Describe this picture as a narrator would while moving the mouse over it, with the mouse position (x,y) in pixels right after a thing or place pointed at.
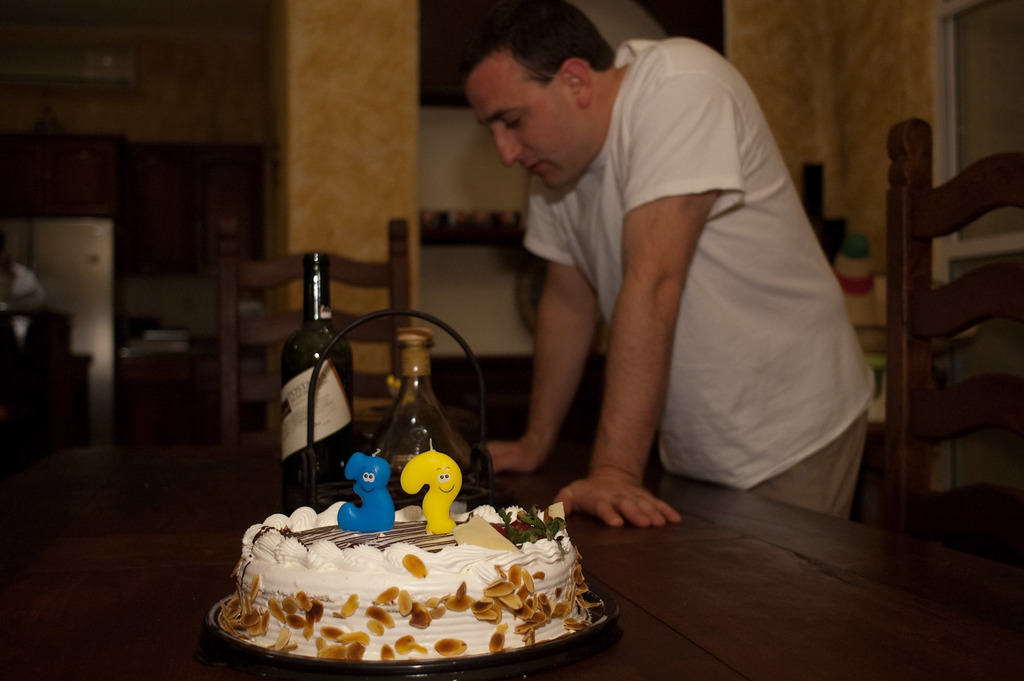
There is a cake (392,558) and some wine bottles (402,412) on the table (700,603) in this picture. Man (686,463) is standing in front of a table (228,569) and some chairs (255,310) are here. In the background (827,126) there is a wall (343,120).
